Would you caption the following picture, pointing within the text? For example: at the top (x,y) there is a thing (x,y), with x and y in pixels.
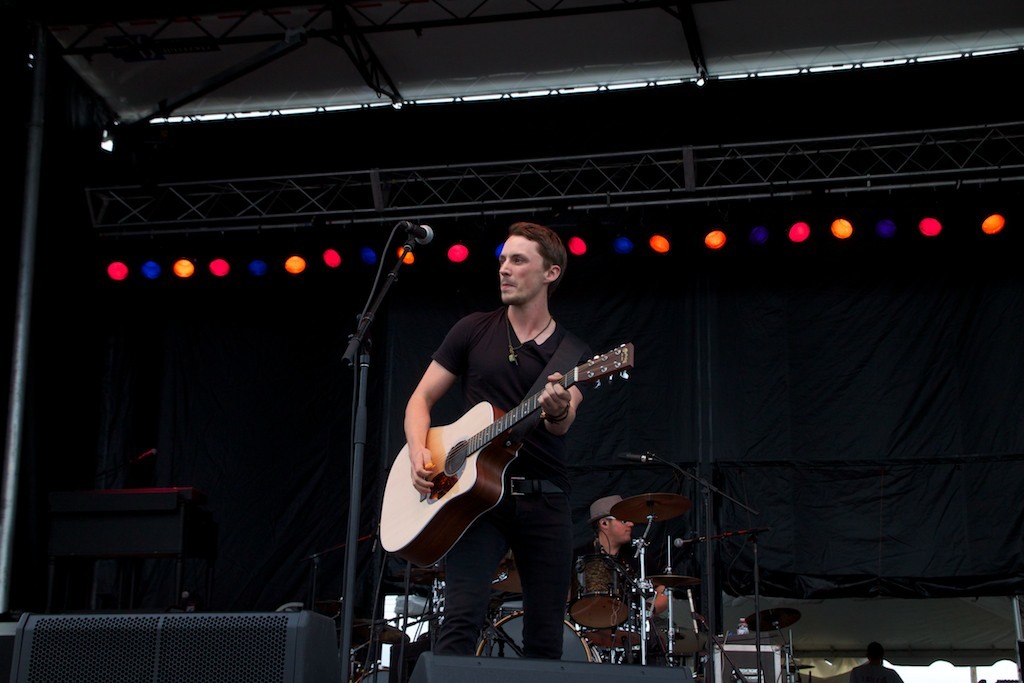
This is a picture of a concert. In this image there is a stage (991,432). In the center of the image (548,246) there is a person (554,574) standing in front of the microphone (422,241) playing guitar (426,516). In the background (603,524) there is a man (616,551) seated playing drums (601,568). On the left (193,633) there are speakers (217,663). In the background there are lights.
